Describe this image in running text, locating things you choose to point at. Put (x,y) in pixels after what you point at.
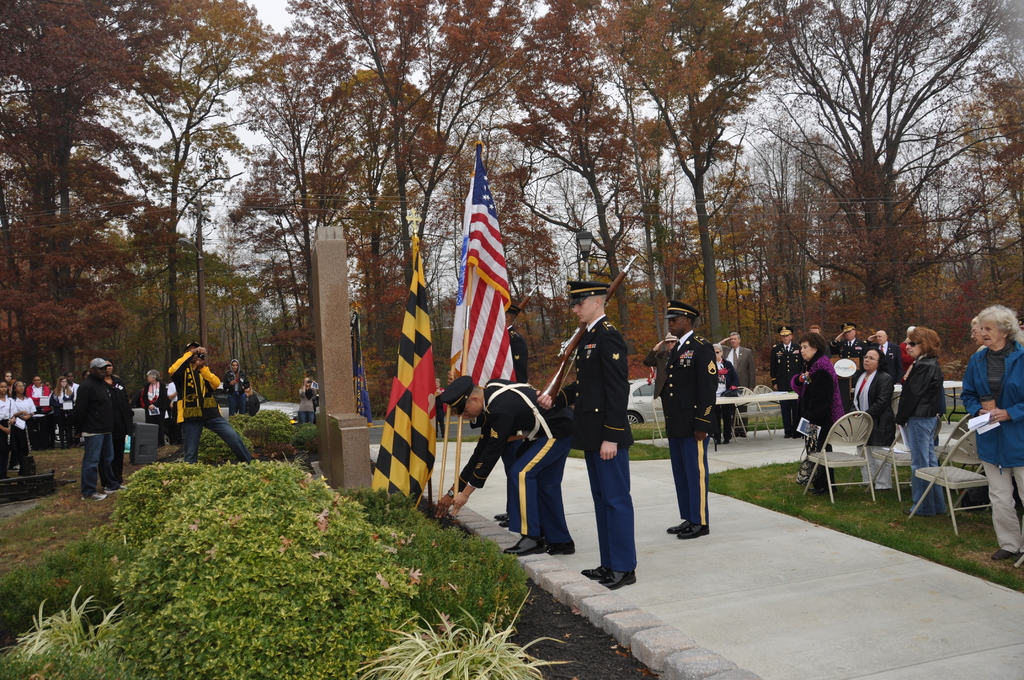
In this image, there are people (703,437) standing on grassland (647,435) and few are standing on a path (735,562) and there are flags (431,426), plants (314,516) in the background (373,204) there are trees (776,226), near the people (931,465) there are chairs (851,442) and tables (795,396).
